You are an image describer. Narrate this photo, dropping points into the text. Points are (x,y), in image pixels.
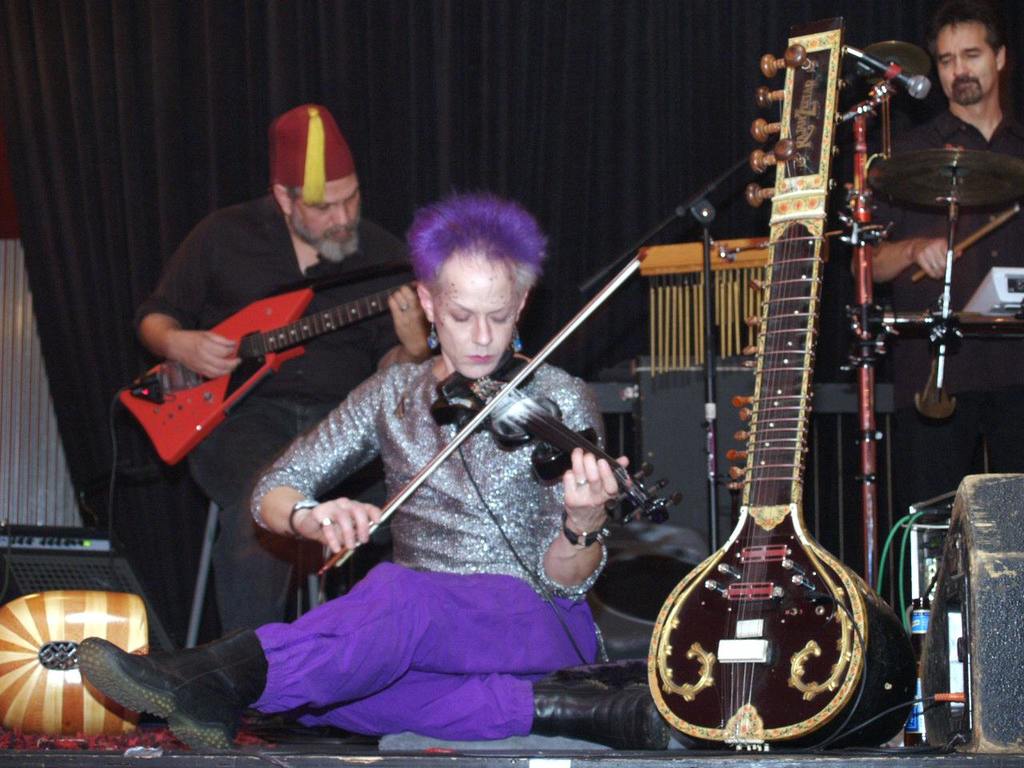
In this image we can see a woman (399,630) playing violin (544,473) by sitting on the stage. There is sitar (774,621) in front of the image. In the background of the image (225,302) we can see men (243,306) playing guitar (301,338) and drums (864,186).
